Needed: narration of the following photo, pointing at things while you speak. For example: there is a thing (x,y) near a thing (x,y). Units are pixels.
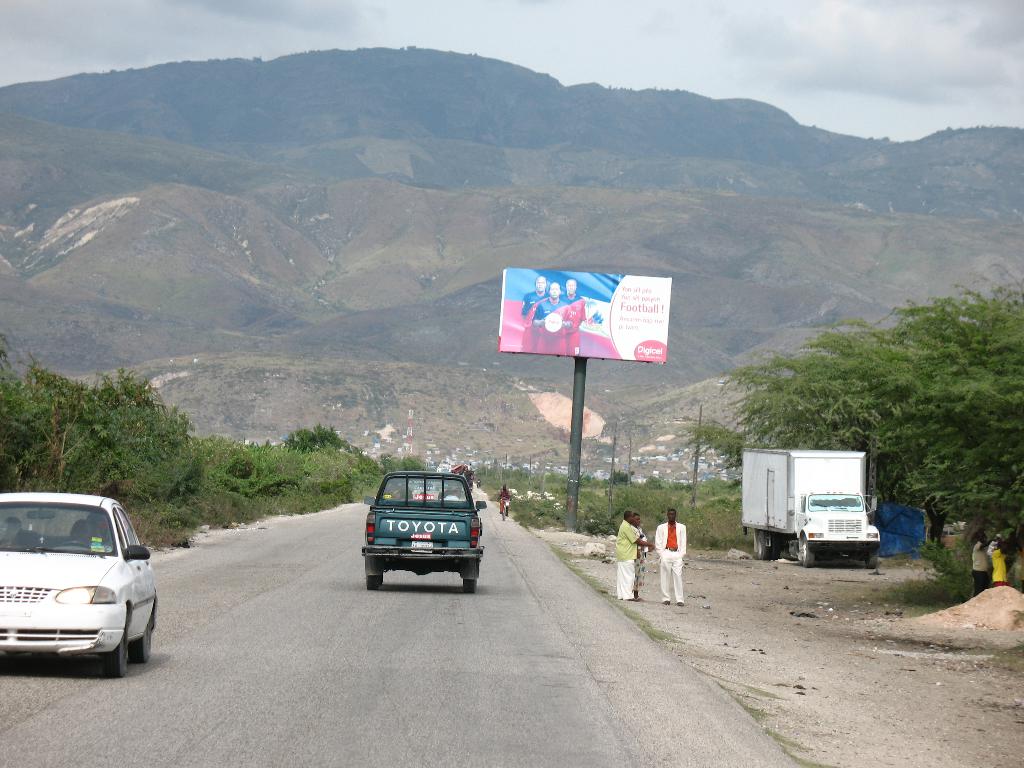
In this image in the center (454,503) there are vehicles (133,586) moving on the road (495,537), there are persons (633,586) standing. In the background (730,442) there are trees (243,445), there is a board (602,337) with some text (628,320) and images (605,324) on it and there are mountains (489,148) and the sky (796,66) is cloudy.
